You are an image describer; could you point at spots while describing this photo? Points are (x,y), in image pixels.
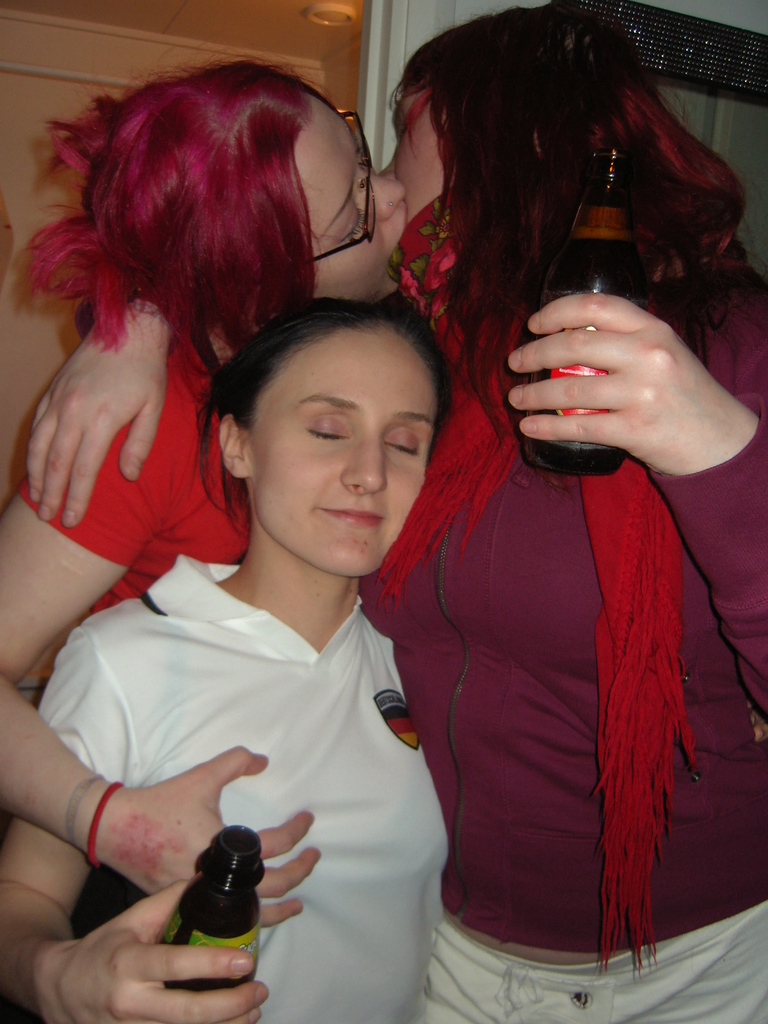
In the image we can see there are women (341,351) who are standing and holding a bottle (603,244) in their hand (158,942).
